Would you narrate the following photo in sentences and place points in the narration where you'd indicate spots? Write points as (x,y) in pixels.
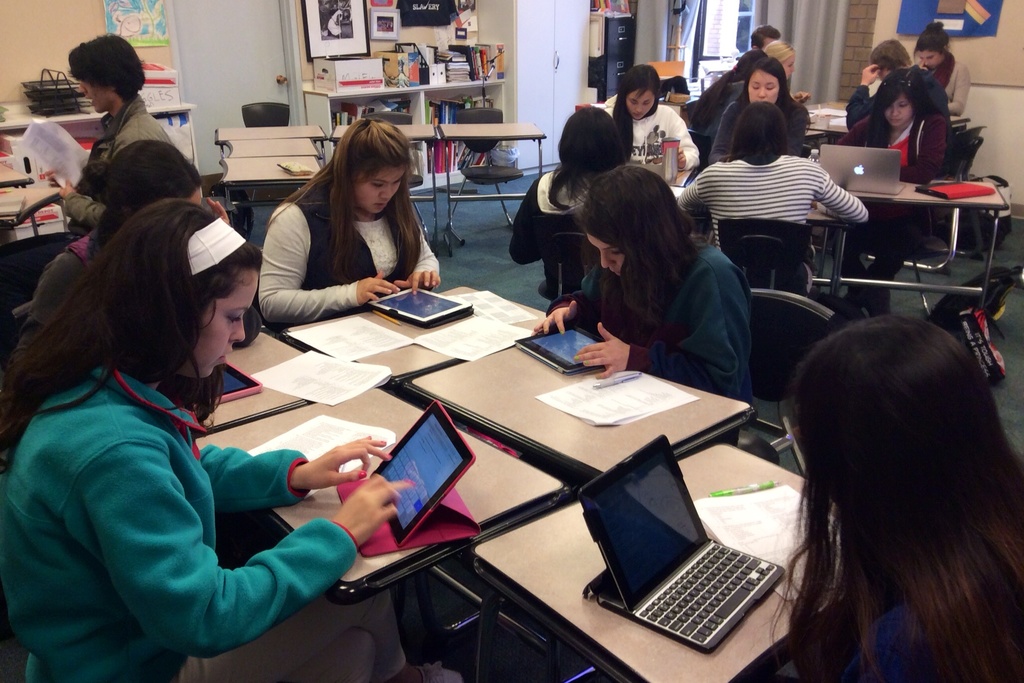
In this image I can see few people (363,224) are sitting on the chairs (754,437) and I can see few laptops (623,518), tabs (649,468), papers (622,421), pens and few objects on the tables (282,352). I can see the cupboard (525,69), door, wall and few objects (447,65) and books (450,70) on the racks (397,61).
